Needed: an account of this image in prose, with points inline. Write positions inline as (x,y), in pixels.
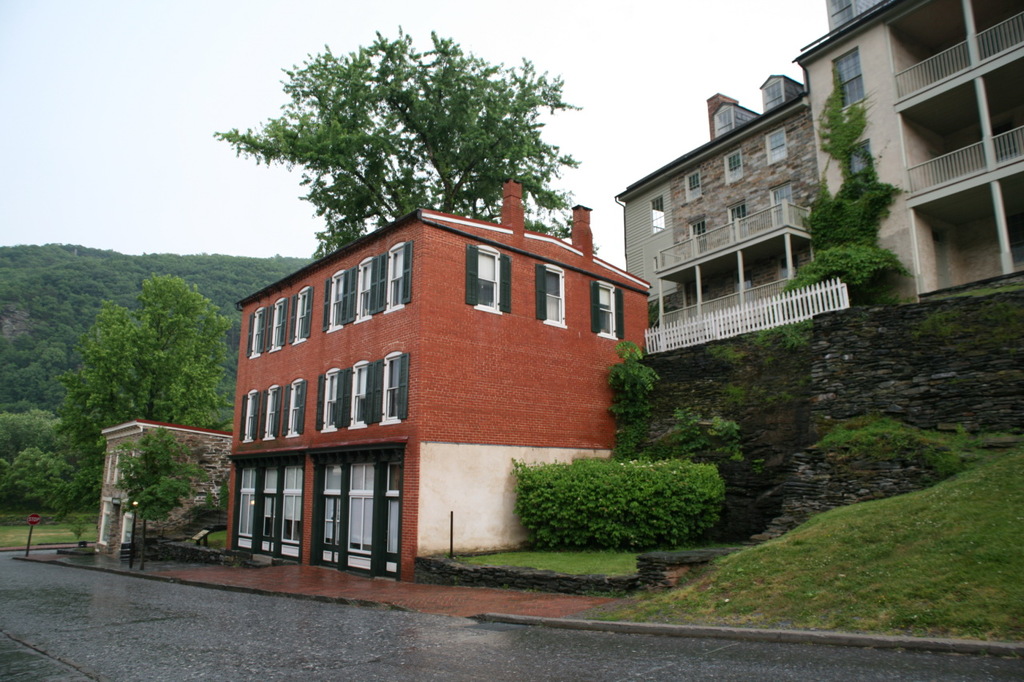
In this picture we can see the road (479,655), trees (118,416), buildings (229,506) with windows (249,486) and in the background (58,136) we can see the sky (129,130).
